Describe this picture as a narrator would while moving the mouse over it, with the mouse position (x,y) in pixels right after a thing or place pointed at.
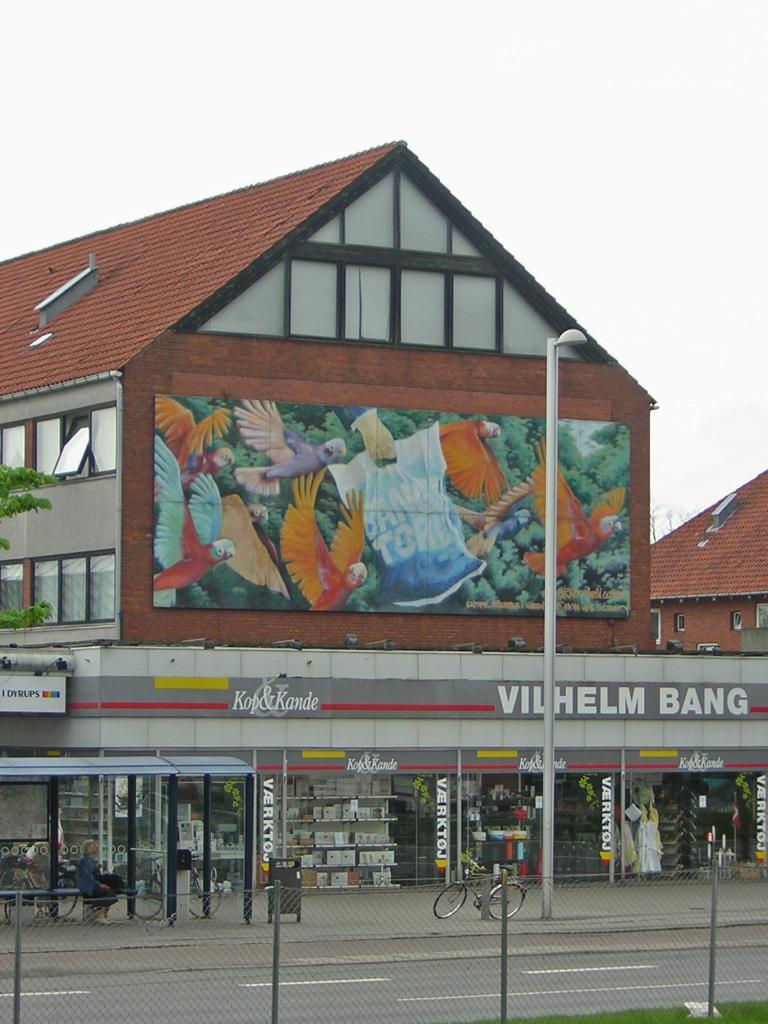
In the image we can see the building (429,558) and the windows (65,556) of the building (81,573). We can even see bicycles (148,889) and a person (96,895) sitting. Here we can see fence (616,971), grass (645,1020) and the light pole (547,584). Here we can see the text (510,704), leaves (41,479) and the sky (495,88).
